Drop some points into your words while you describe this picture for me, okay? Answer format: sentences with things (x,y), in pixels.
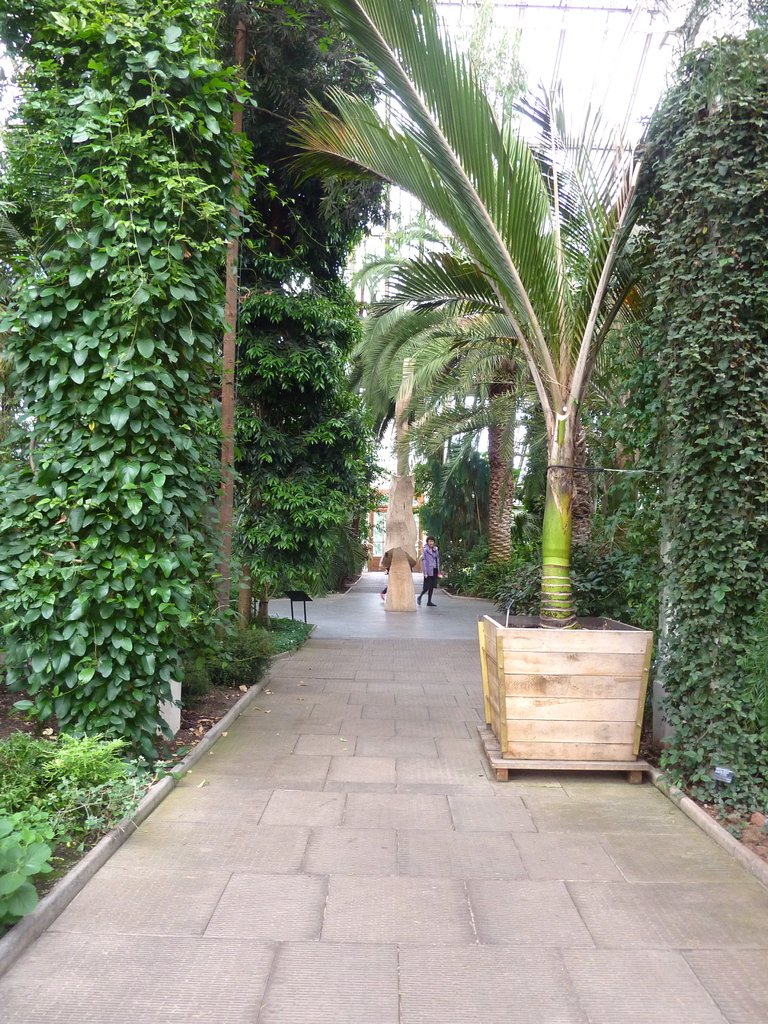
In the picture I can see the trees (260,485) on both sides of the walkway (301,679). In the background (436,583), I can see two persons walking on the floor (471,661). I can see coconut plant pot (637,737) on the right side of the picture (613,676).
